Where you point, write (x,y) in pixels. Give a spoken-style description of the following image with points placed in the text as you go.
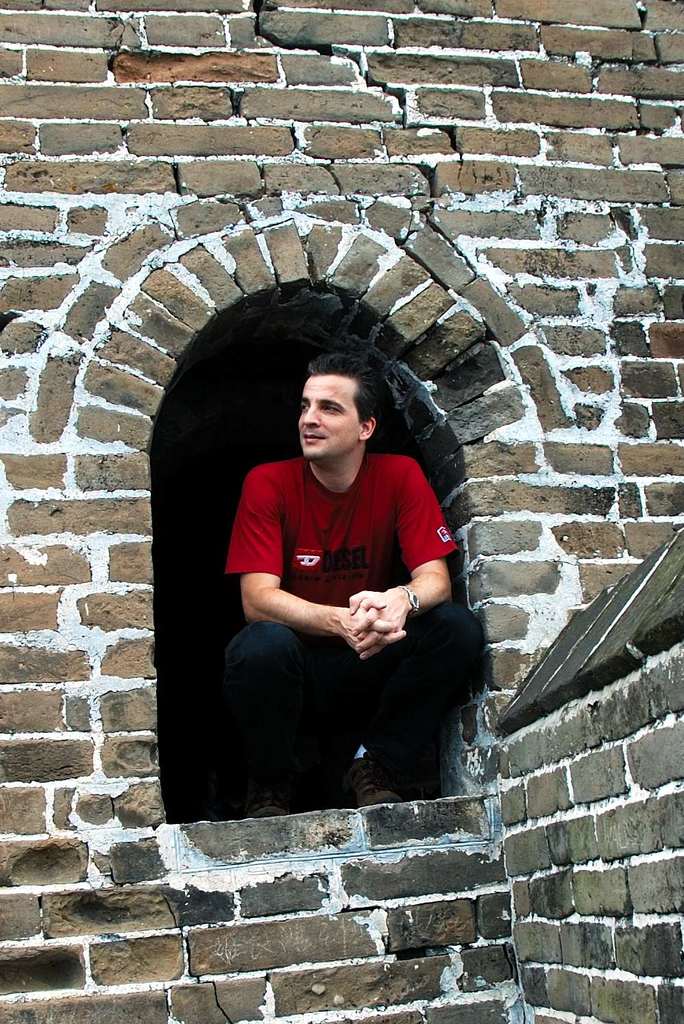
In this image we can see a man (305,520) wearing red t shirt (318,515) and he is present in the middle of the brick wall (510,430).
